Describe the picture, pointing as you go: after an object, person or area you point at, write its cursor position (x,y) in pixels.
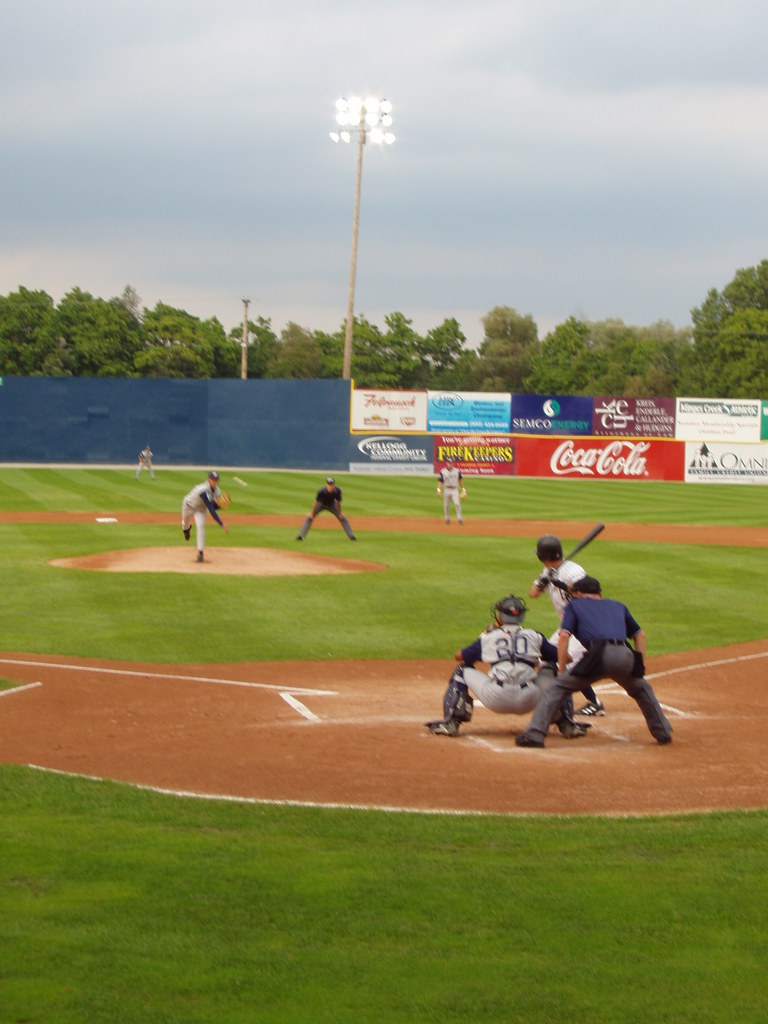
In this image I can see an open grass ground (512,850) and on it I can see few people (609,630) are playing baseball. I can also see few of them are wearing helmets (516,614) and few are wearing caps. On the right side of the image (545,588) I can see one person (563,598) is holding a baseball bat (567,558). In the background (419,421) I can see number of boards (519,410), two poles (242,354), stadium lights (394,139), number of trees (73,352), clouds (293,306), the sky (383,270) and on these boards (435,466) I can see something is written.
